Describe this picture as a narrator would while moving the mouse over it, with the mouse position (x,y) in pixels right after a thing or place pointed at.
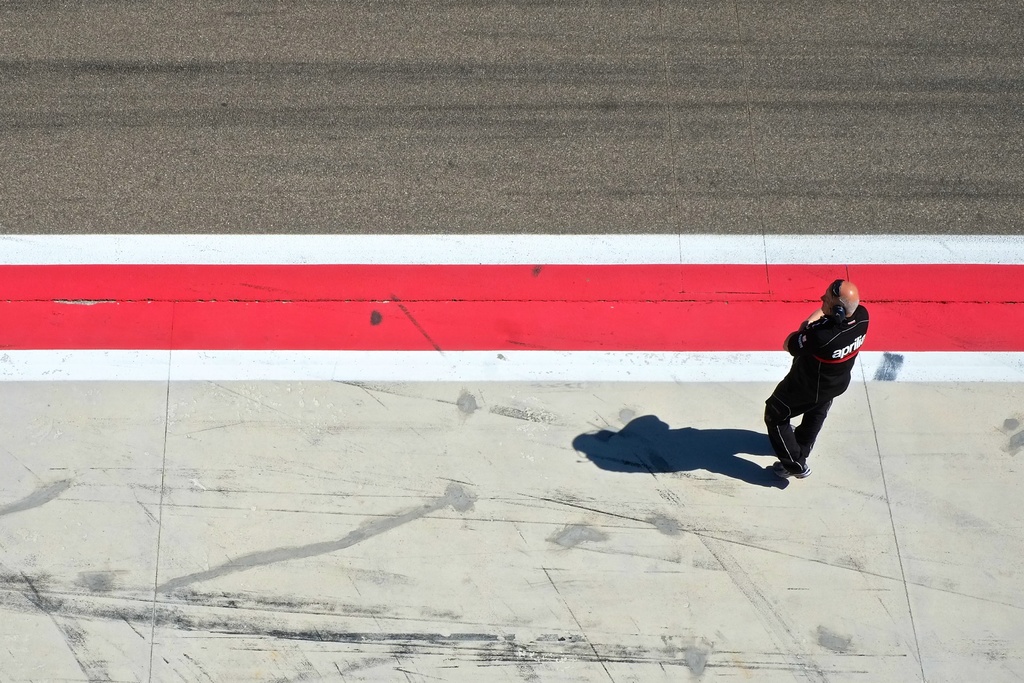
There is a person (863,334) in black color dress (851,361) walking on the footpath (759,433) near his shadow (785,479) and near red and white color lines (682,305). In the background (618,80), there is a road (725,82).
